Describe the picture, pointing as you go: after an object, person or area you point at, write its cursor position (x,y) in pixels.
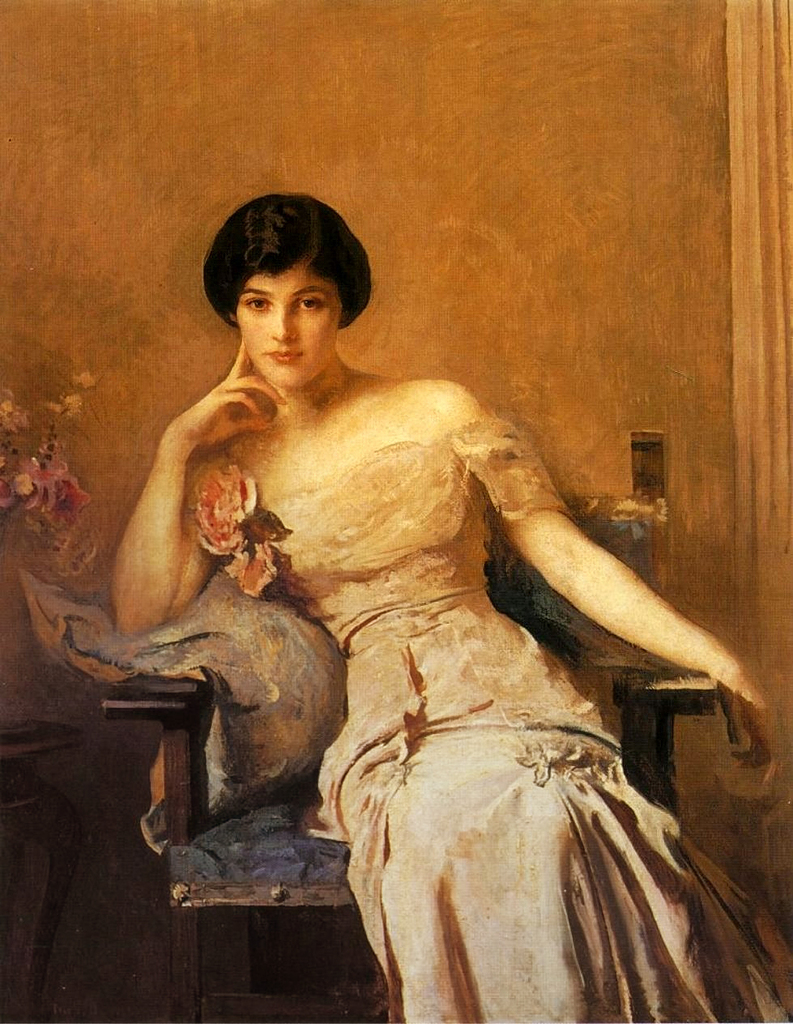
In this image, this looks like a painting. I can see the woman (323,569) sitting in the chair (276,853). I think this is a flower (249,566). On the left side of the image (42,739), It looks like a table (42,830).
